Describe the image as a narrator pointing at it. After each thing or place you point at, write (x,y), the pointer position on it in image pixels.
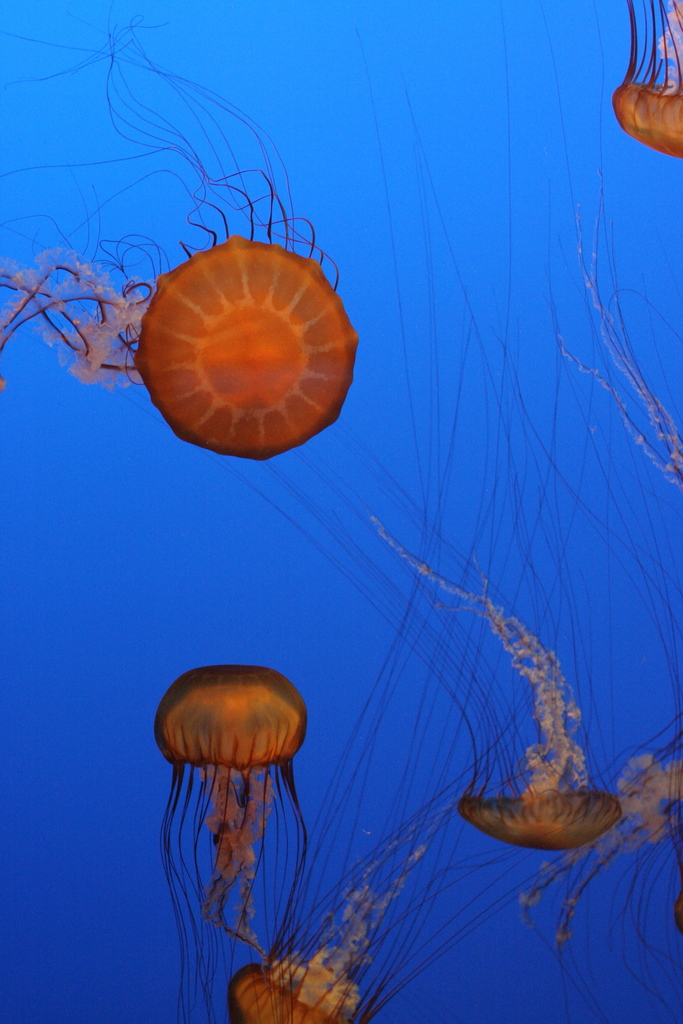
In this picture I can see there are few jelly fishes (240,446) swimming in the water (65,531).
